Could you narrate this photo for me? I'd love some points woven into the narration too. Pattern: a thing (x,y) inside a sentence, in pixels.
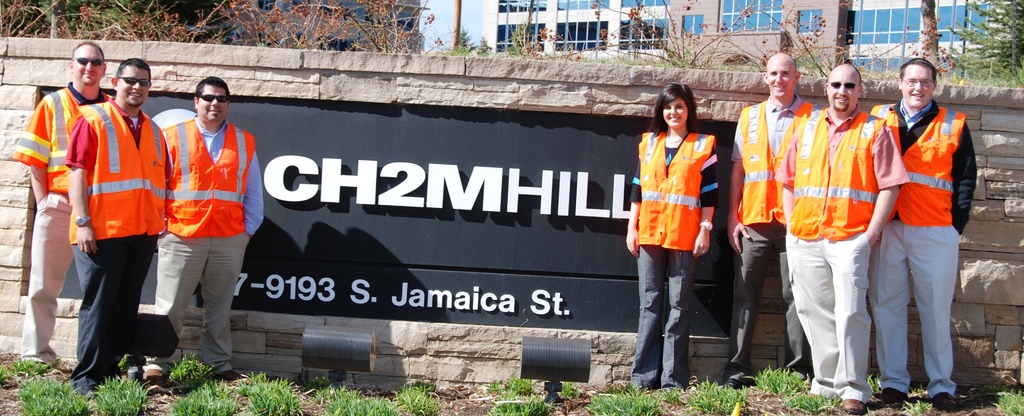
In this image we can see some people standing beside the wall (382,376). We can also see some grass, a building (562,36), plants (461,39), pole (459,24) and the sky (472,31).
